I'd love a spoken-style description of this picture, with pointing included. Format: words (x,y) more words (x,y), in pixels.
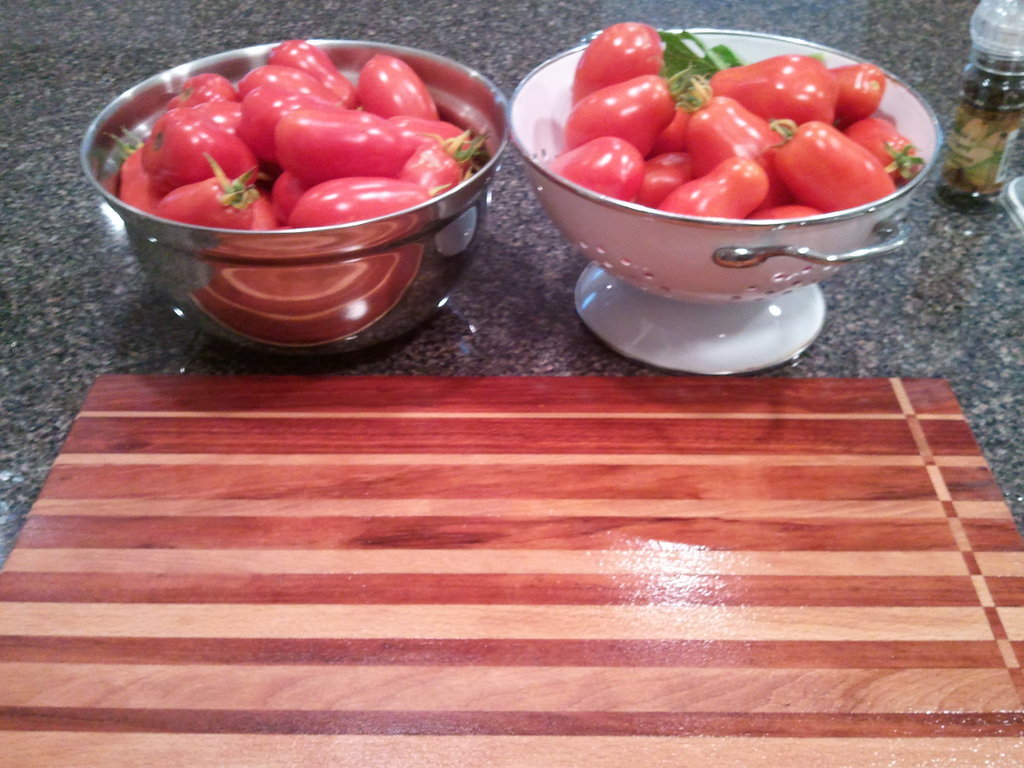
In this image, we can see red tomatoes (752,188) in the bowls (626,247) are placed on the surface (535,348). At the bottom (787,552), we can see wooden chopping board (515,686). Right side of the image (980,171), we can see a seasoning bottle (999,106).
